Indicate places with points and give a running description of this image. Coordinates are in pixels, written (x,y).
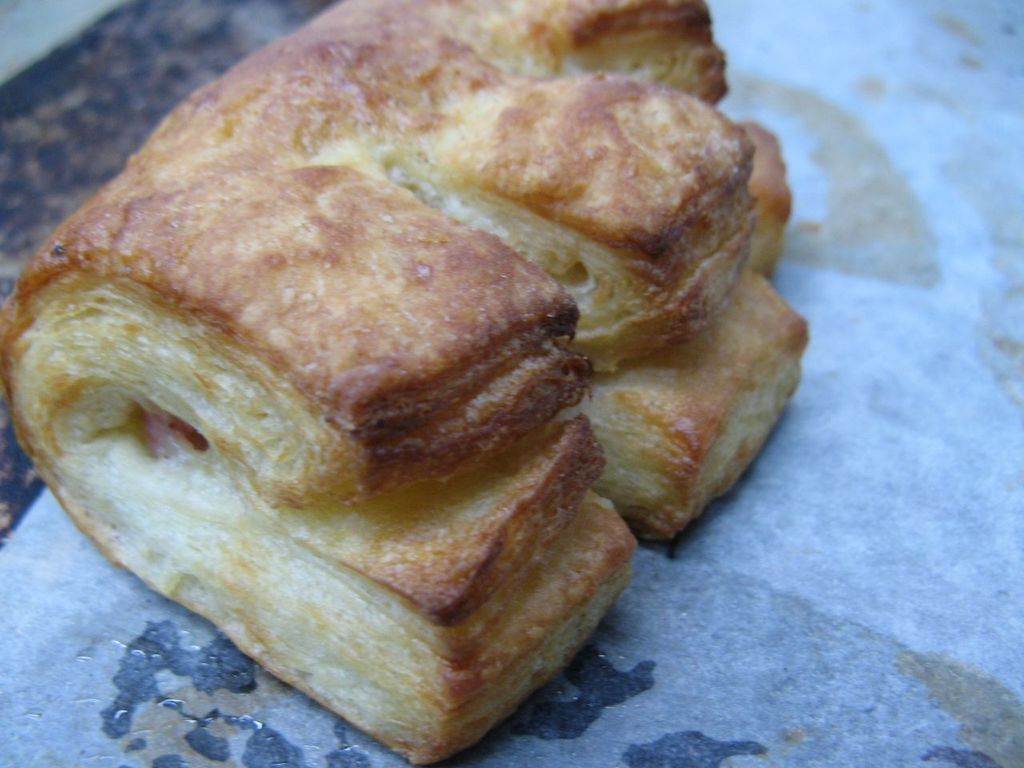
In this image we can see there is a croissant (468,293).
